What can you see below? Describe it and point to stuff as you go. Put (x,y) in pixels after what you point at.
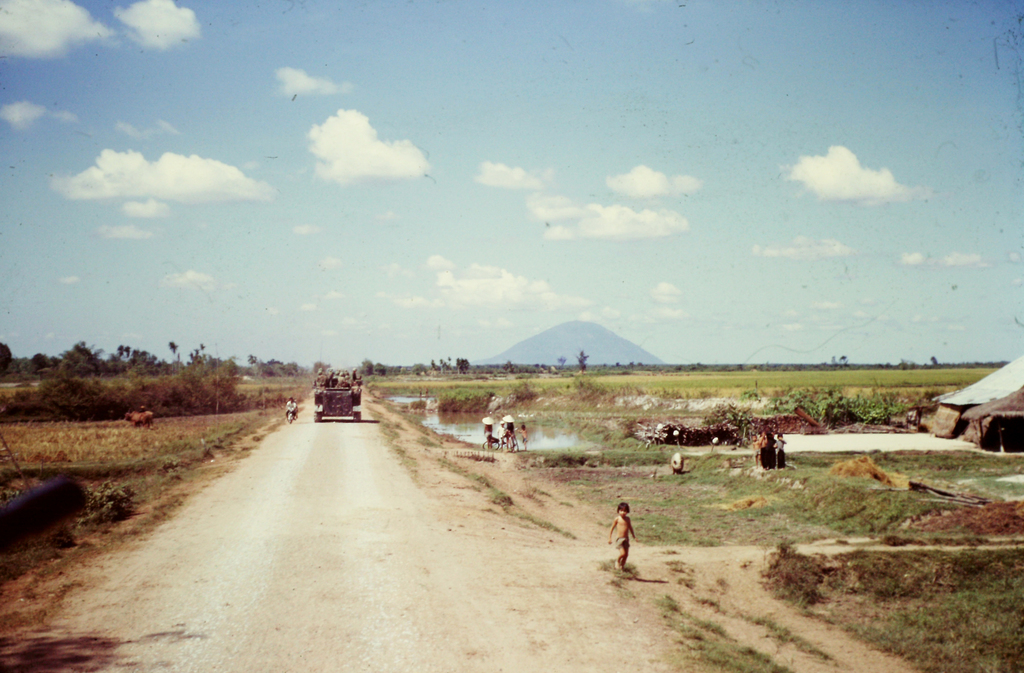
In this image I can see the vehicle (320,414) on the road (342,471). I can see few people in the vehicle (335,413). To the right (767,470) I can see few more people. On both sides I can see the grass (679,502) and plants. To the right (967,412) I can see the hut (951,420). In the background (562,337) I can see the trees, mountain (574,340), clouds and the sky (323,192).
